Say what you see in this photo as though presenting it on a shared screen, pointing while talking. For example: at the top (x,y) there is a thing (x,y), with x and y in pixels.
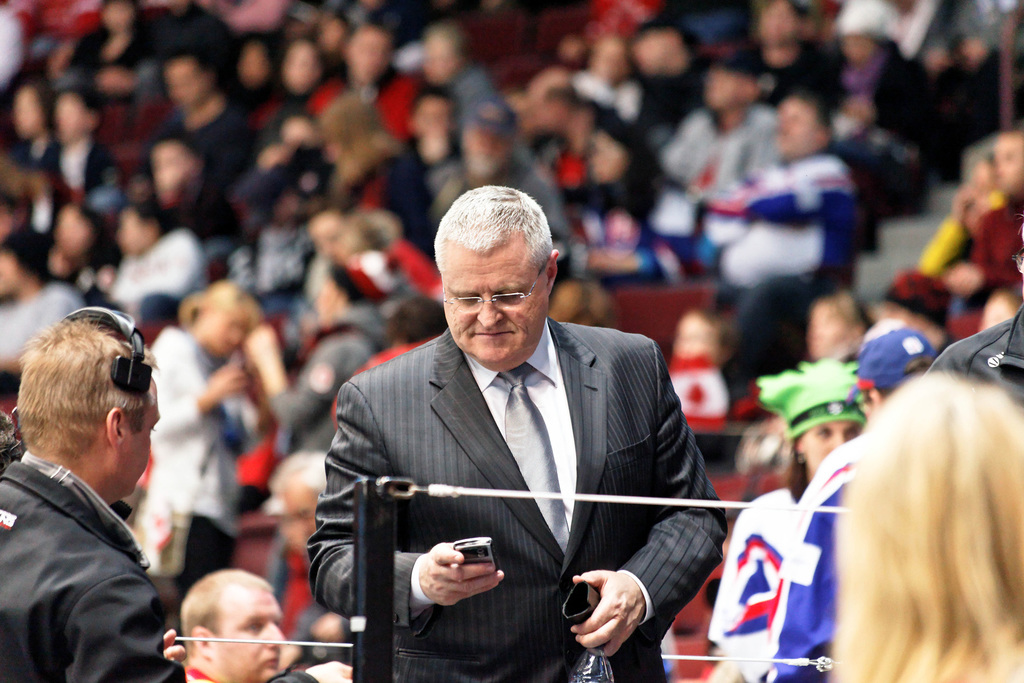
In this image a person (526,378) wearing a suit (434,434) and tie (543,475) is holding mobile (478,550) in his hand (466,570). He is wearing spectacles (507,302). A person (114,528) at the left side of image (83,544) is having headsets (118,357). Behind them there are few persons (606,158) are sitting. Right side (984,675) there are few persons (828,422).
